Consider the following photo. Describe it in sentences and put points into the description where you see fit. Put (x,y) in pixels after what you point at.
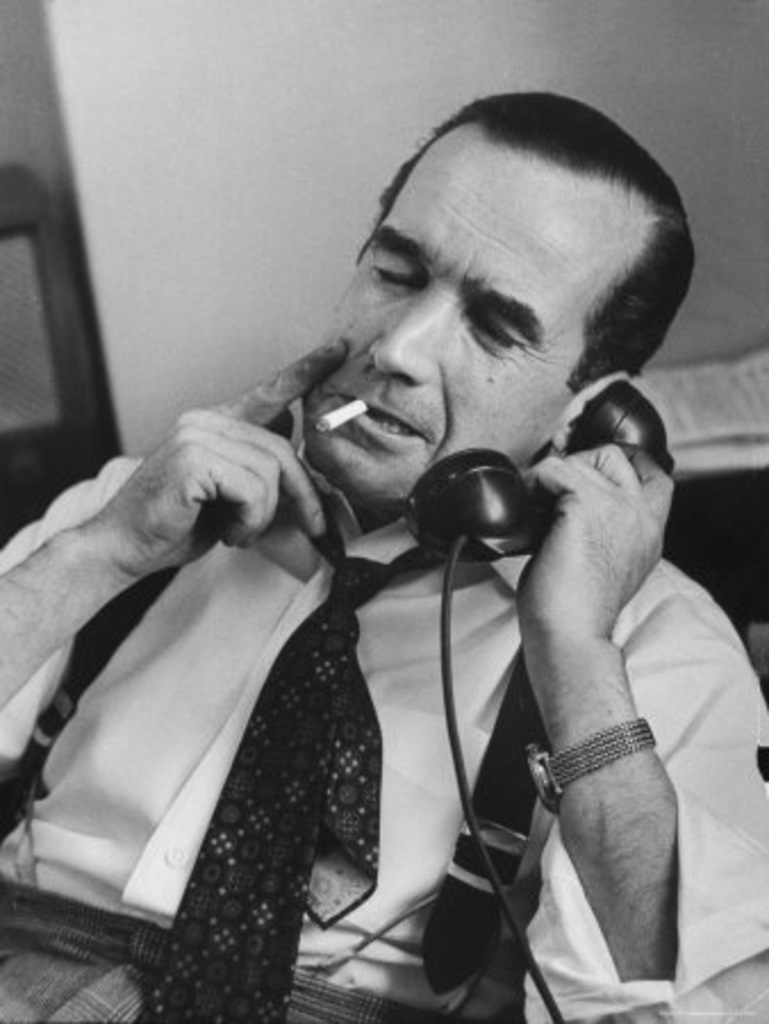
In this image we can see a person (730,835) sitting and holding a telephone (622,399) and a cigarette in his mouth (366,442).
